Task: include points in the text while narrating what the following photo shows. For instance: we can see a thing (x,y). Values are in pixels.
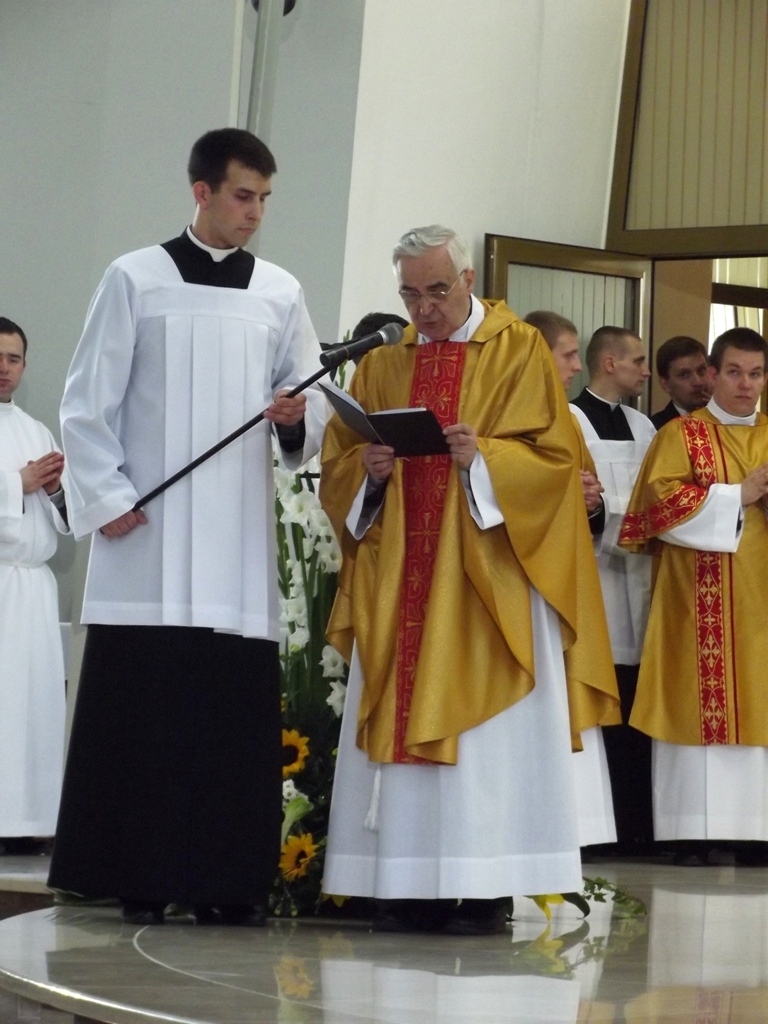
In the middle of the image (360,671) few people (422,288) are standing and holding something (392,329) in their hands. Behind them there are some flowers (287,900) and plants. Top of the image (399,184) there is wall (54,331) and door (661,246).
